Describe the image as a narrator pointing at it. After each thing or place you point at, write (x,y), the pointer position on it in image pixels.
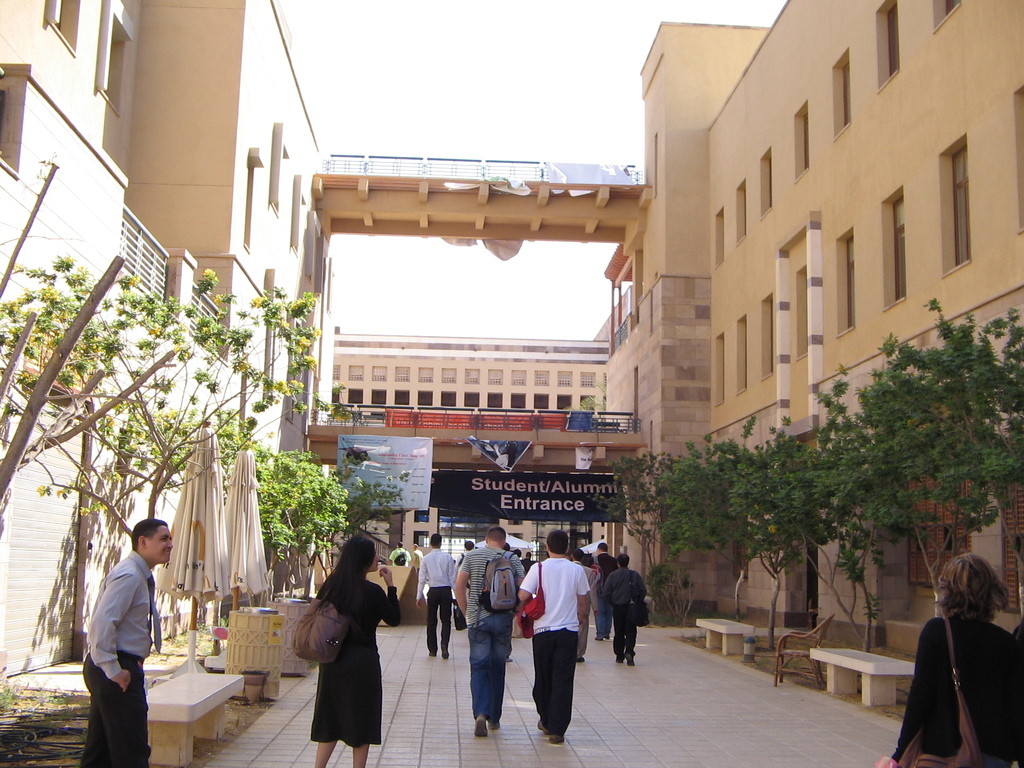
In this image we can see many people (466,616). On the sides there are many buildings (289,179) with windows (274,193) and railings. Also there are trees (284,496). And there are umbrellas (234,507) and benches (197,718). In the back (536,459) there are bridges (509,237) with railings (625,420). Also there are banners (558,496). And there are buildings (460,363). Also there is sky (463,308).
